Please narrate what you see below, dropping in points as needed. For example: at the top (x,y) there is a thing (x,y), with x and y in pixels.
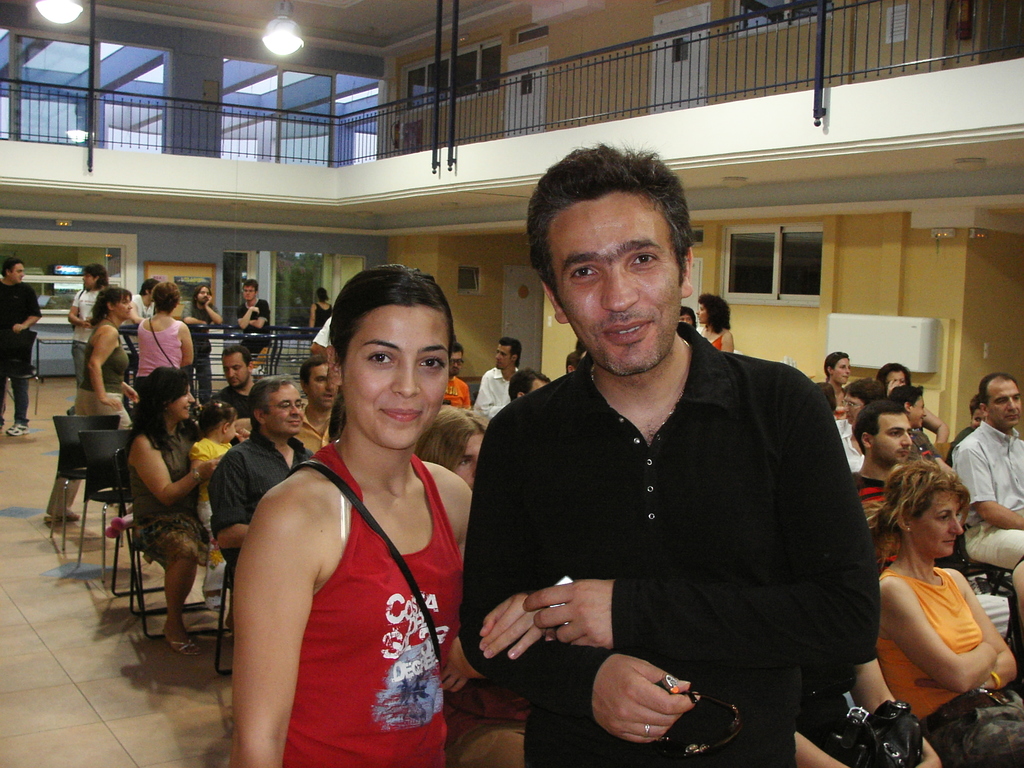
In the image we can see there are people (464,594) standing and there are other people (977,611) sitting on the chair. There are windows (47,52) and doors (311,295) on the wall (1007,304). There are lights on the top (266,42) and there are iron railings (822,2).
